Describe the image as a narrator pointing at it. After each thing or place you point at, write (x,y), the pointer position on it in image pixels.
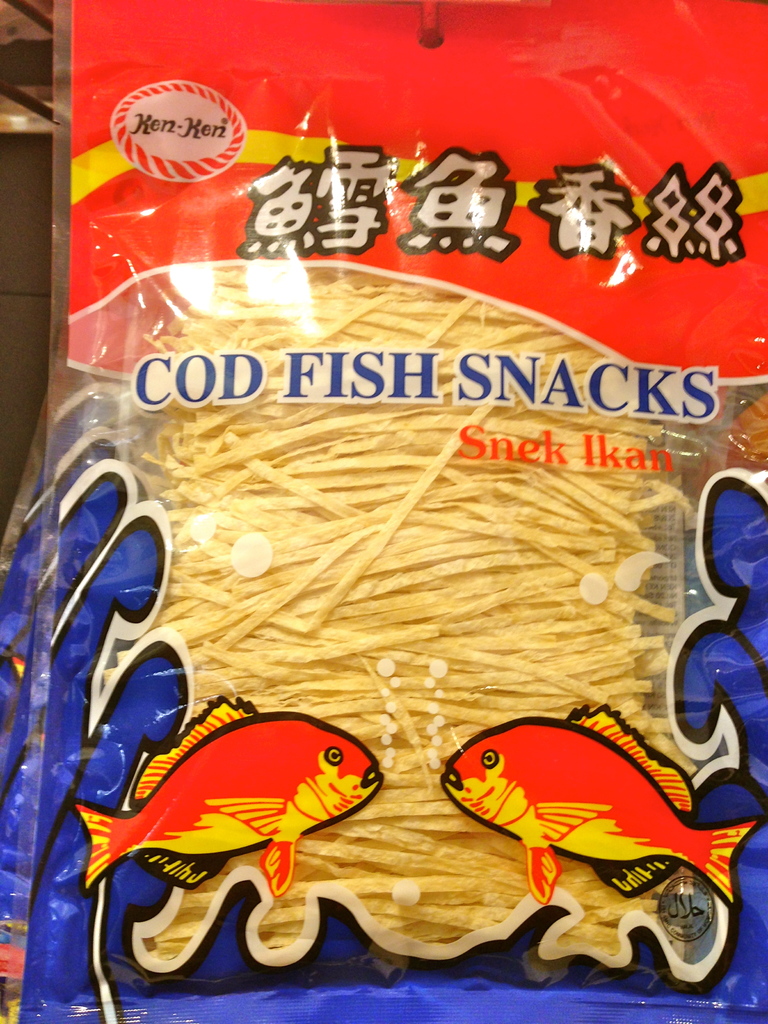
In the foreground of the picture (99,233) we can see packets (218,366), in the packets (132,586) there is a food item (283,532). On the covers (192,661) of the packet (499,300) there is text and images (351,799) of fishes (538,749). At the top left corner (41,108) there are some objects (15,113).
